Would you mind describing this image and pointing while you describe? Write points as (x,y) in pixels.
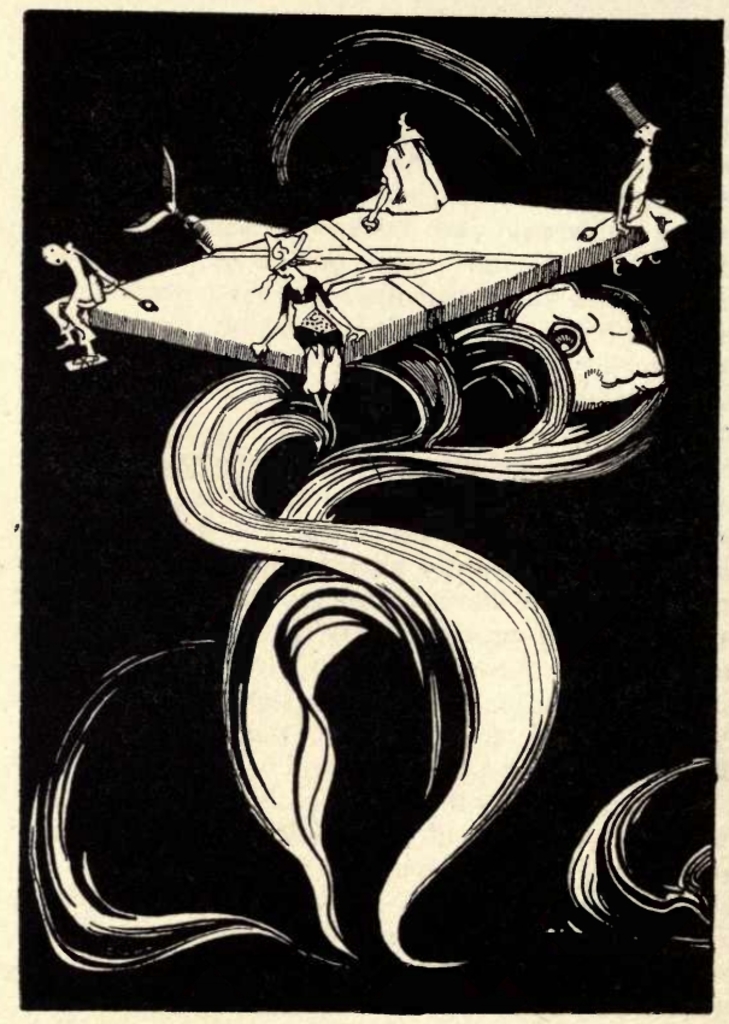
In this picture we can observe a white color painting (290,542) on the black color background (127,163). We can observe four people (407,150) sitting on the four corners (332,356) of surface (313,257). We can observe a fish (645,367).
